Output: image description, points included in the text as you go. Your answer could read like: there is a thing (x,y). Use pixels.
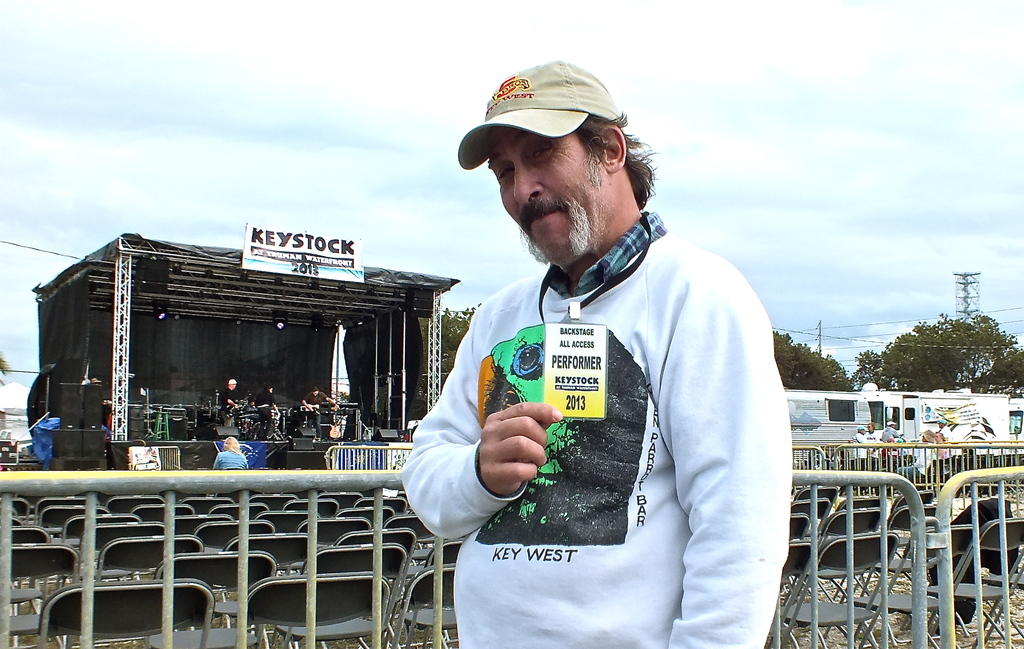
In this image we can see a person (648,266) holding a card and posing for a photo and we can see barricades (975,497) behind the person (767,479). There are some empty chairs (17,587) and we can see a few people (941,434) in the background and there is a stage (332,442) and we can see few people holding musical instruments (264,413) and there are some objects (272,437) on the stage (142,436). There are some trees (926,348) and vehicles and at the top (982,51) we can see the sky (498,217).
